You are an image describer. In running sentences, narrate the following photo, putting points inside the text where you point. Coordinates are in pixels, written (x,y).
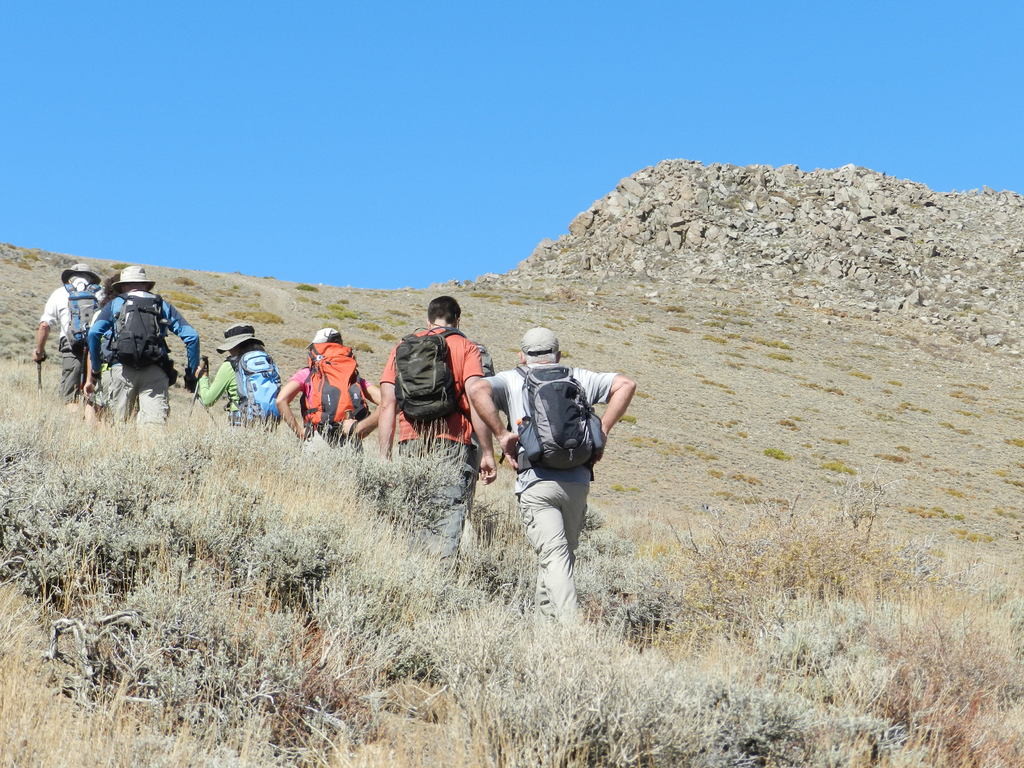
In this image there are people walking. At the bottom of the image (418,615) there is grass (605,620) on the surface (605,620). In the background of the image (738,304) there are rocks (722,229). At the top of the image (588,74) there is sky (531,91).
